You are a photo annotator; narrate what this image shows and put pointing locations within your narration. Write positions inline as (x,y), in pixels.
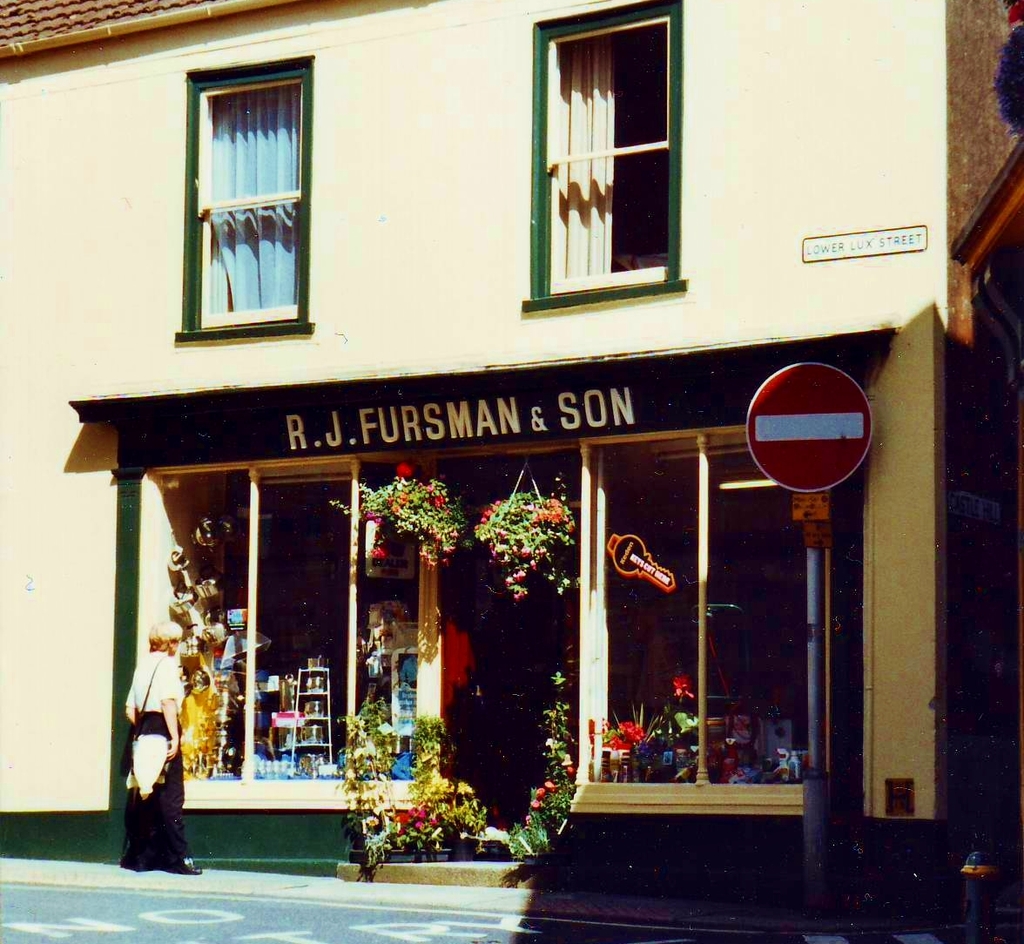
In this picture we can see a flower shop (314,595) in the front (545,680). Above we can see two glass windows (283,156) on the yellow building wall (421,269).
